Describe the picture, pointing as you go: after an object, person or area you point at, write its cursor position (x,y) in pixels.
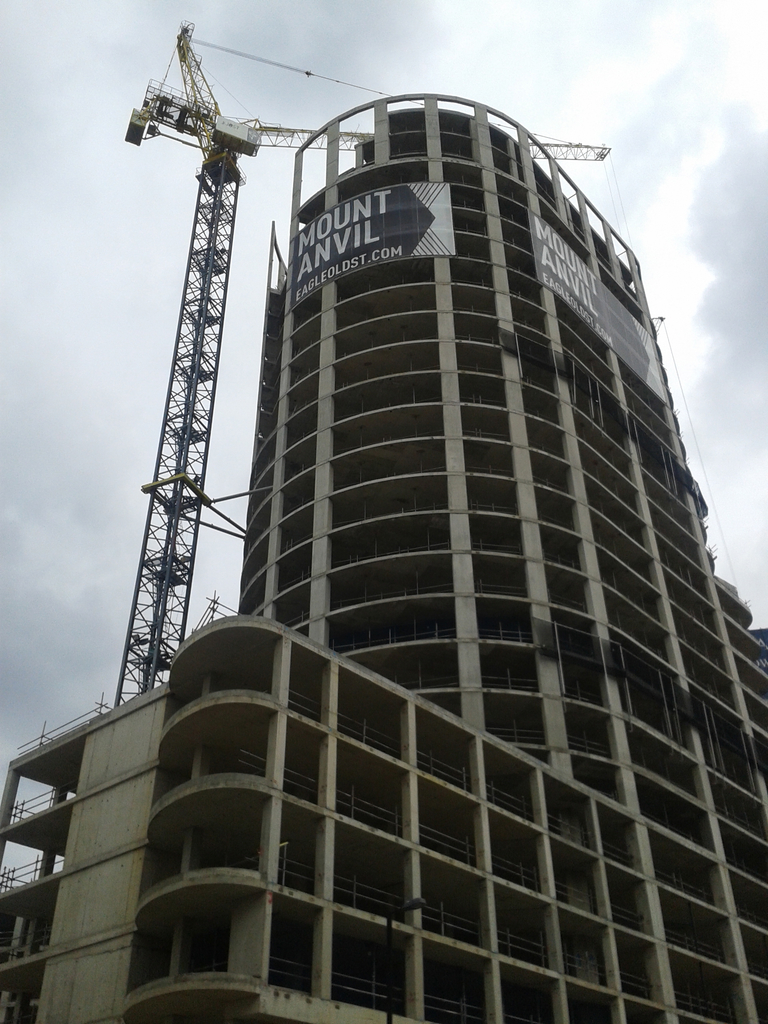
In the image we can see the construction building (519,464), crane (200,371) and the cloudy sky (625,142).
